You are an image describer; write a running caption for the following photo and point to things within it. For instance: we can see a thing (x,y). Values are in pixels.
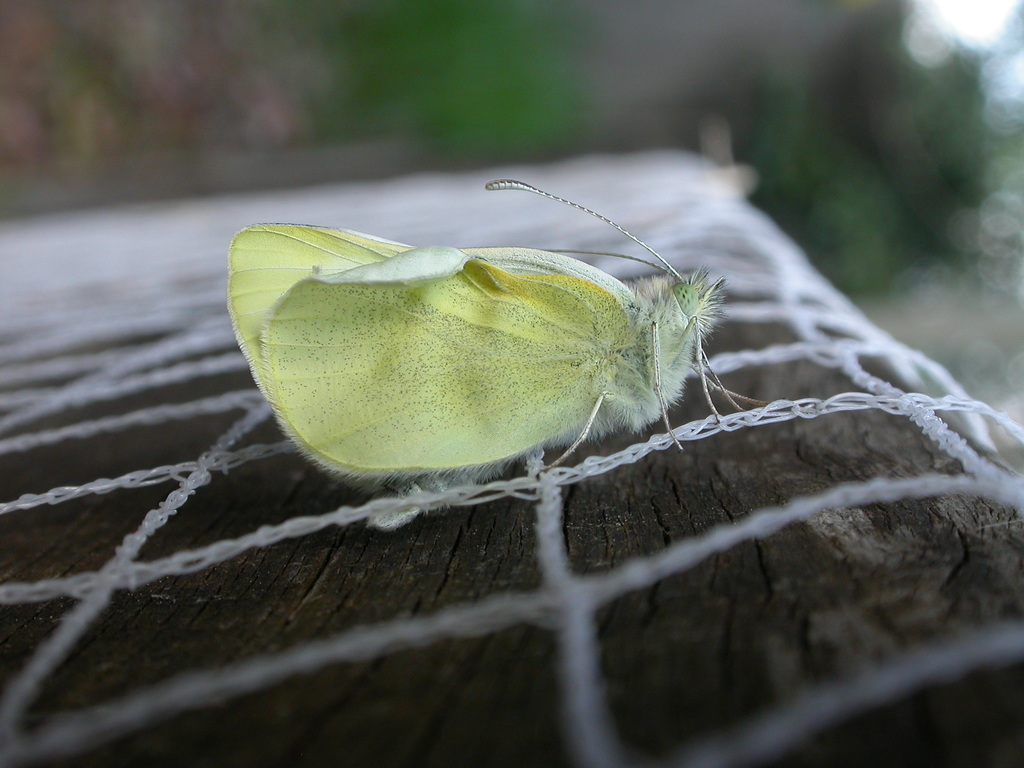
In the foreground of this image (530,395), there is a butterfly (597,376) on a net (533,482) like an object (577,471) and the background (738,47) image is blur.
